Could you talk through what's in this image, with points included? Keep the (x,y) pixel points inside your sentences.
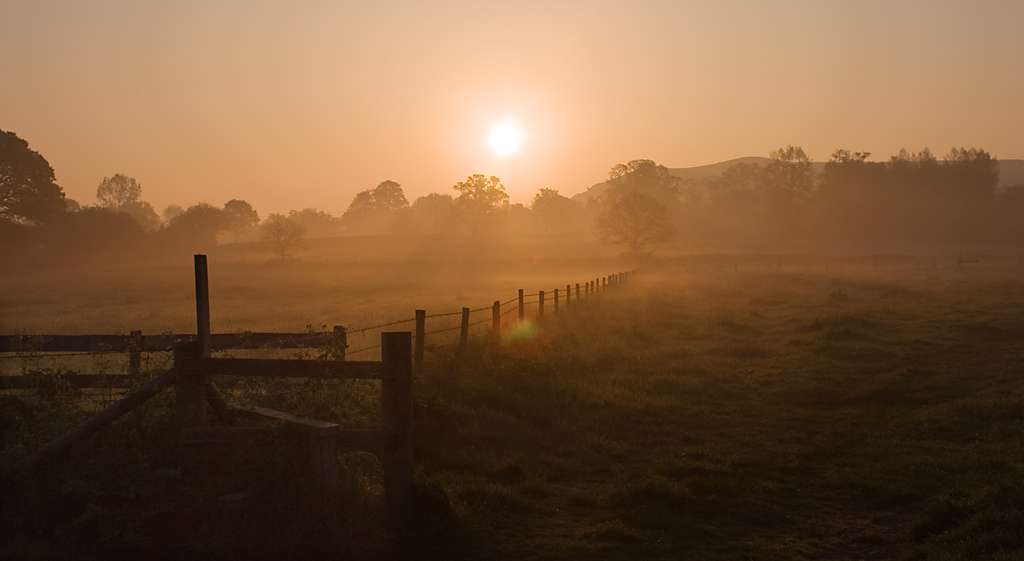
In this image at the bottom (345,520) there is grass (350,381), and in the center (443,316) there is a fence (59,378) and some wooden sticks (388,387). And in the background (37,197) there are some trees (682,189), mountains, and at the top (502,116) there is sky (565,110) and sun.
